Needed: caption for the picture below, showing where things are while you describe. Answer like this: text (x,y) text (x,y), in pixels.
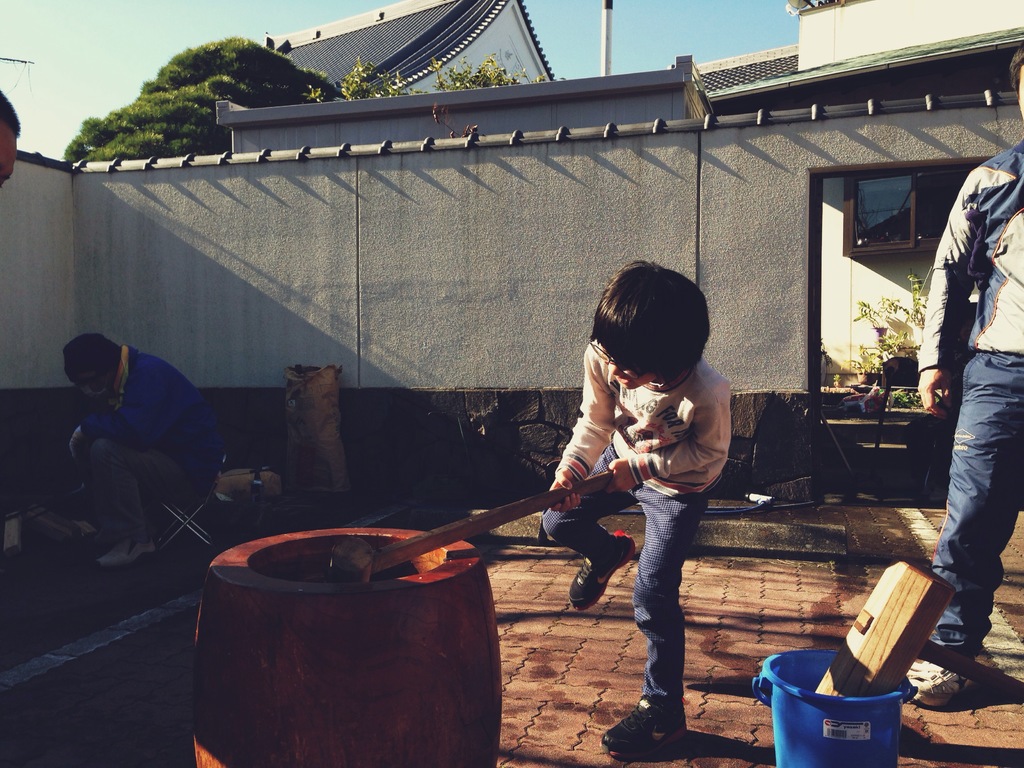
In the middle (639,341) a little kid (666,557) is standing and mixing in a barrel (402,607) with a wooden stick (522,517), it is a wall (446,232) in the middle of an image (456,275) and in the left side (233,93) it's a green tree (195,113).
